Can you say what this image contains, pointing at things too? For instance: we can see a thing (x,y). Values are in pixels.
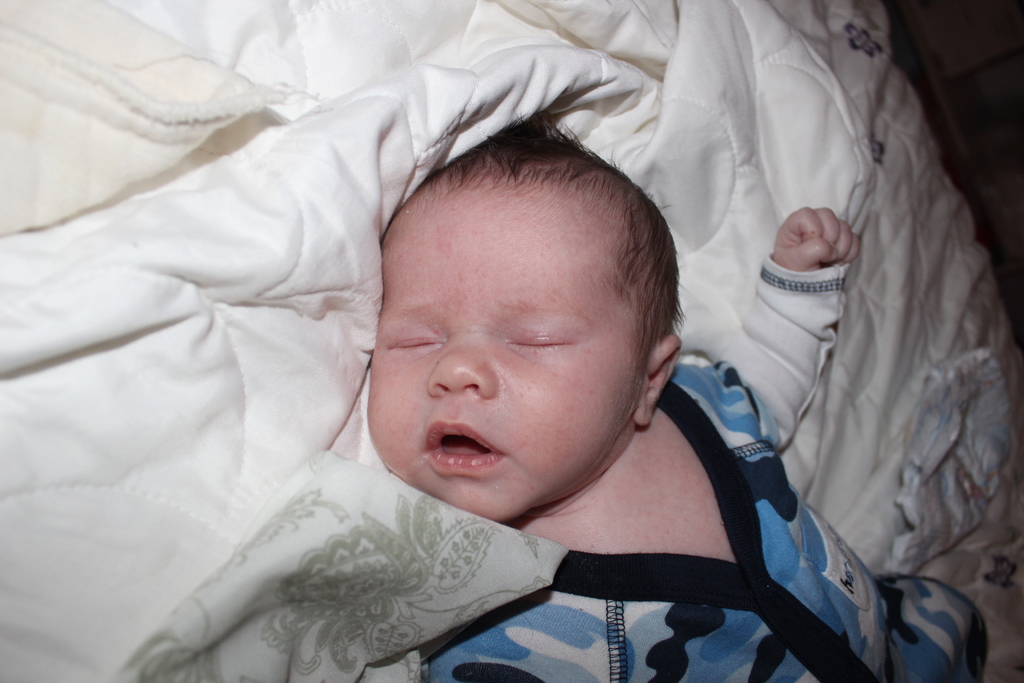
In this picture there is a baby boy (614,489) who is sleeping on the bed (305,342). He is wearing a t shirt (781,638) and trouser (911,641). At the top (230,31) we can see the bed sheet (230,31).
